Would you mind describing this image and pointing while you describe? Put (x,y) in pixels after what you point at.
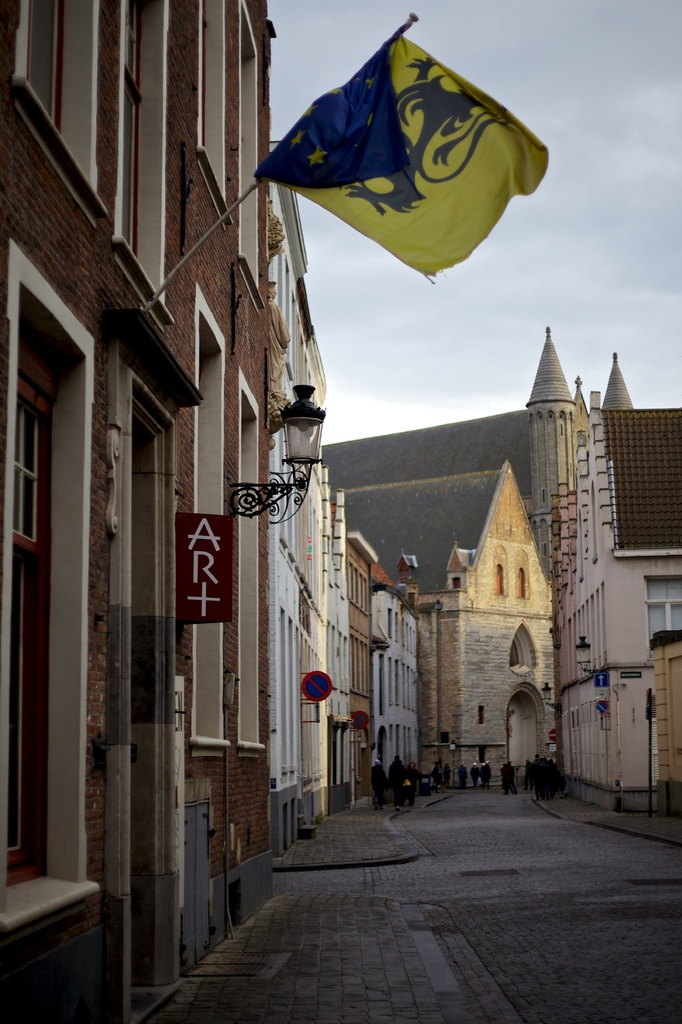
This is the picture of a city (260,526). In this image there are buildings (362,608) and there are group of people (502,776) on the road (477,908) and there are poles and there are boards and there is a flag (461,74) on the building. At the top (618,76) there is sky (640,135). At the bottom (526,909) there is a road (526,909).
